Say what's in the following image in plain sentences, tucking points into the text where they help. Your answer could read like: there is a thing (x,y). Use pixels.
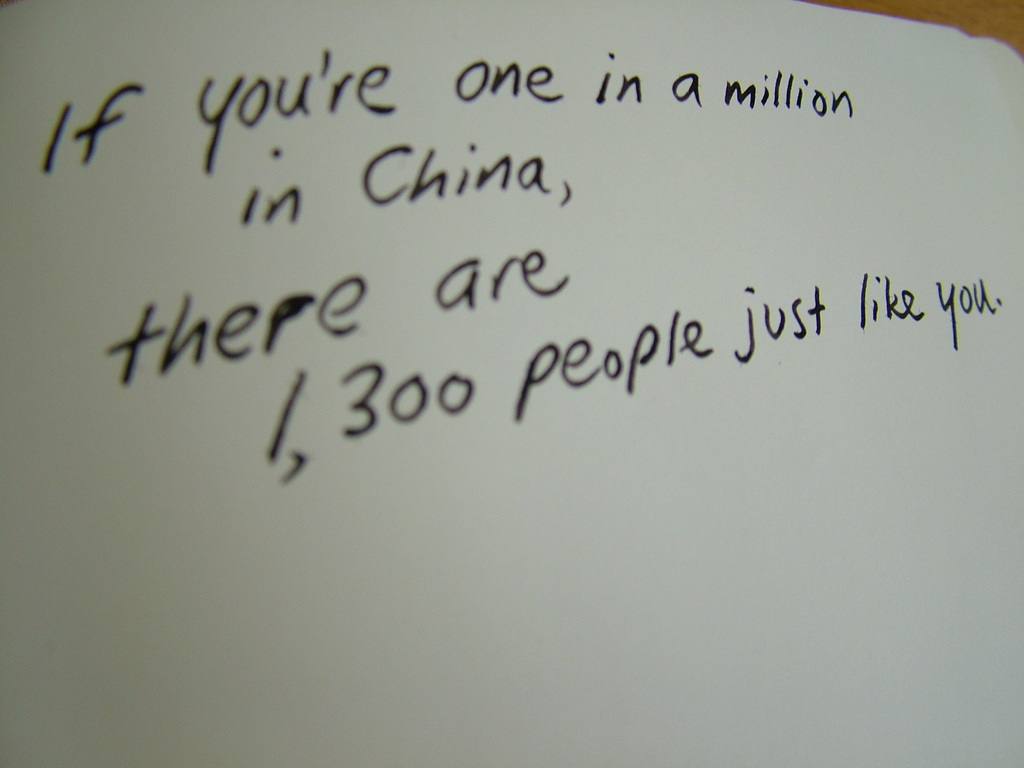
In this image there is text (438,187) written on a paper (693,209).
